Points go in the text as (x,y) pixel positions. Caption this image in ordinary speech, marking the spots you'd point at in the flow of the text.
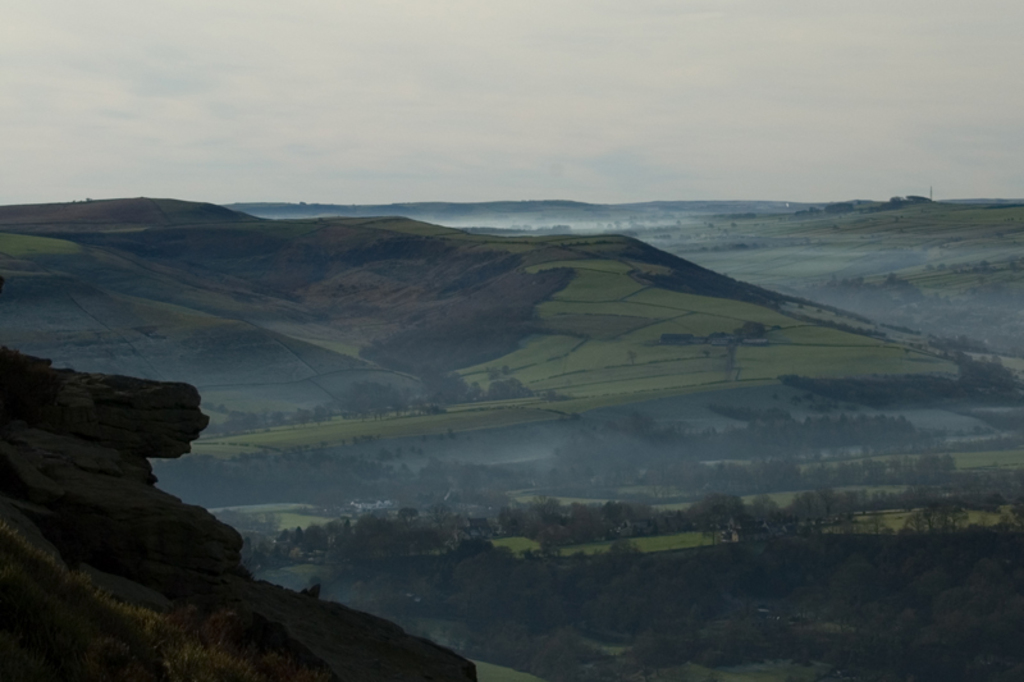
In this image I can see trees (799,593) and grass (619,389) in green color. Background (494,215) I can see mist (479,215), and sky (507,133) in white color.
